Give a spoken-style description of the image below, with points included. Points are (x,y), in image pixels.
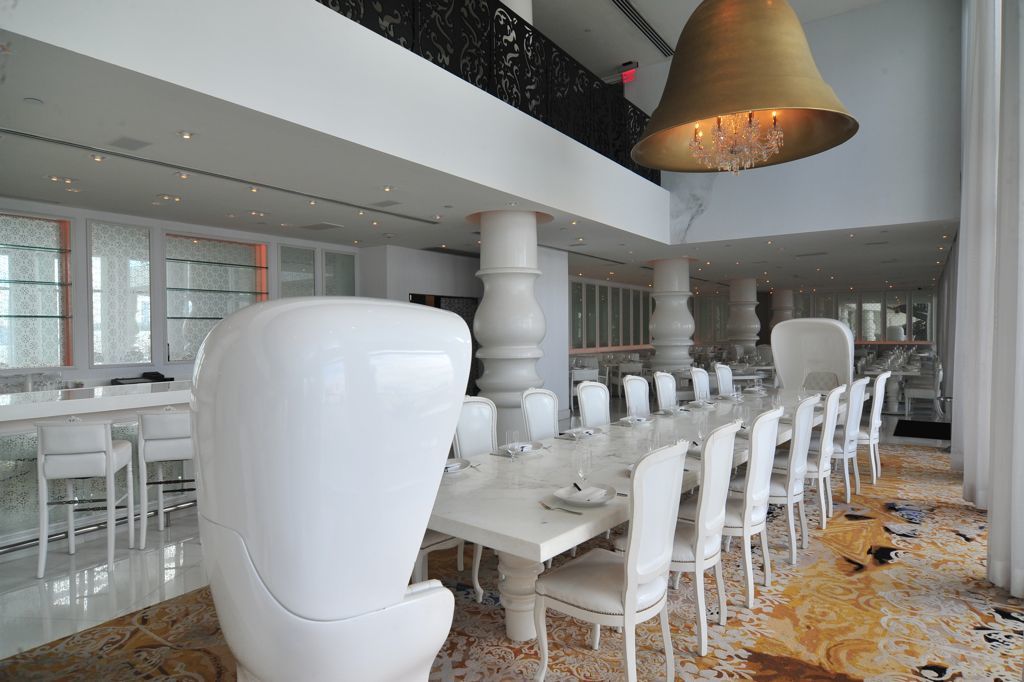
This is an inside view. In the middle of the image (598,451) there is a table (538,501) and some empty chairs (804,371). On the right side (993,358) there is a white color curtain (970,347). In the background (509,315) there are few pillars (522,313). At the top of the image (490,62) there is a railing (577,71) and also I can see a bell (734,89). On the left side (97,294) there are few windows (136,289).
